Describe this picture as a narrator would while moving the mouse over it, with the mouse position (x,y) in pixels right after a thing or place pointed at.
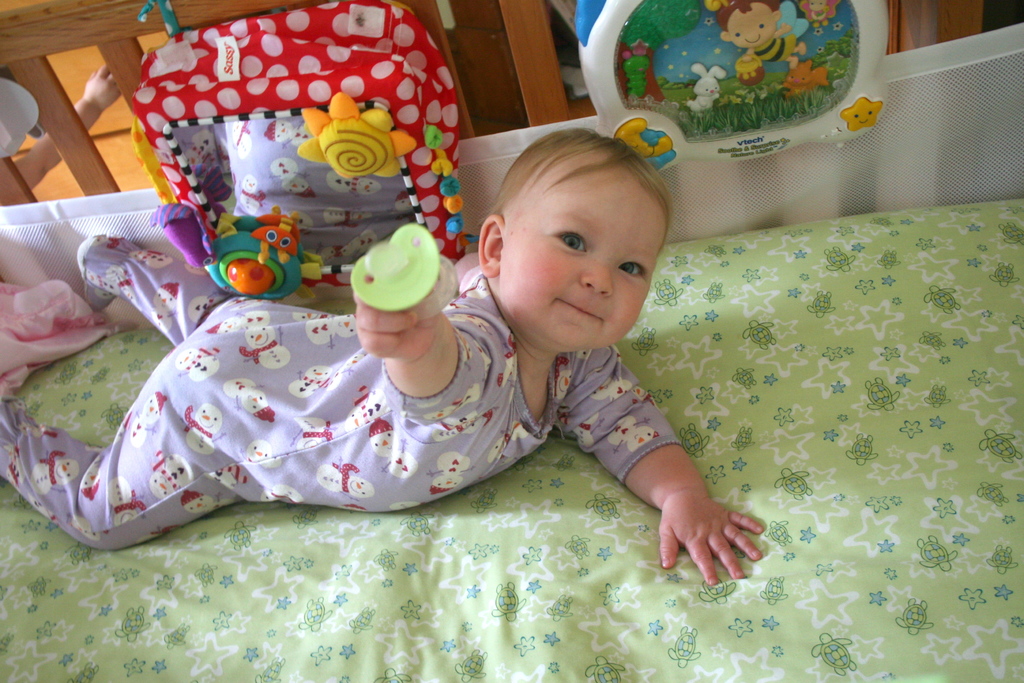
In this picture I can observe a baby (129,454) lying on the bed (339,561). In the background (316,184) I can observe toys (765,59).
